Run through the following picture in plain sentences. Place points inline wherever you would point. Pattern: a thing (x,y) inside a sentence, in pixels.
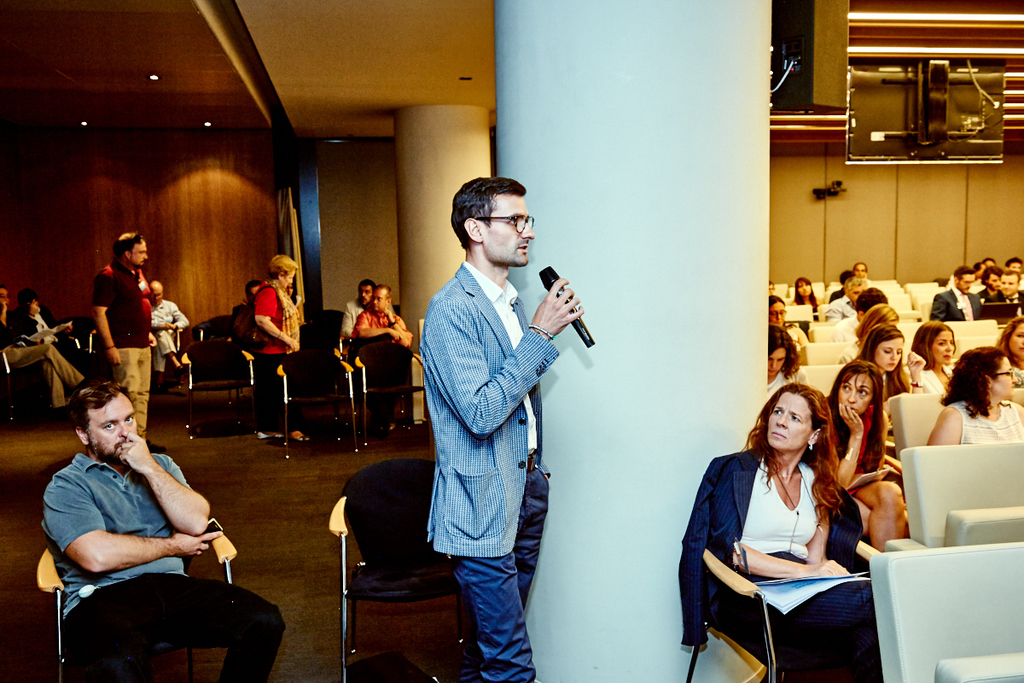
In this image I can see in the middle (567,305) a man (547,480) is standing and speaking into microphone (587,337). He wore coat (539,421), trouser (521,572). On the left side (209,604) a man (192,597) is sitting on the chair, on the right side (744,540) a beautiful woman (833,602) is sitting on the chair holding the book (805,596) on her lap (856,605), listening to him, on the right side (867,421) few people (800,358) are sitting on the sofa chairs (924,424). On the left side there are ceiling lights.
